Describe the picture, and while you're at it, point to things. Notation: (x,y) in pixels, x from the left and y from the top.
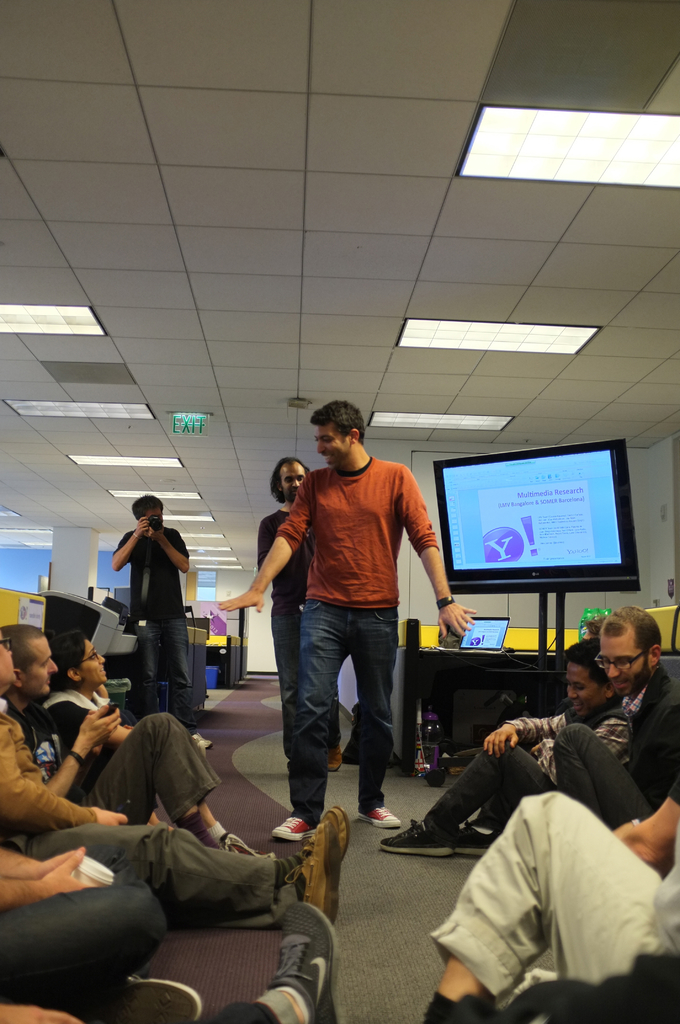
There are people (67,703), among them few people (67,745) sitting on the floor (234,694) and he is holding a camera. We can see television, laptop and few objects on tables (489,658). In the background (224,578) we can see pillar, board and wall (245,579). At the top (75,331) we can see lights (209,519) and board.
